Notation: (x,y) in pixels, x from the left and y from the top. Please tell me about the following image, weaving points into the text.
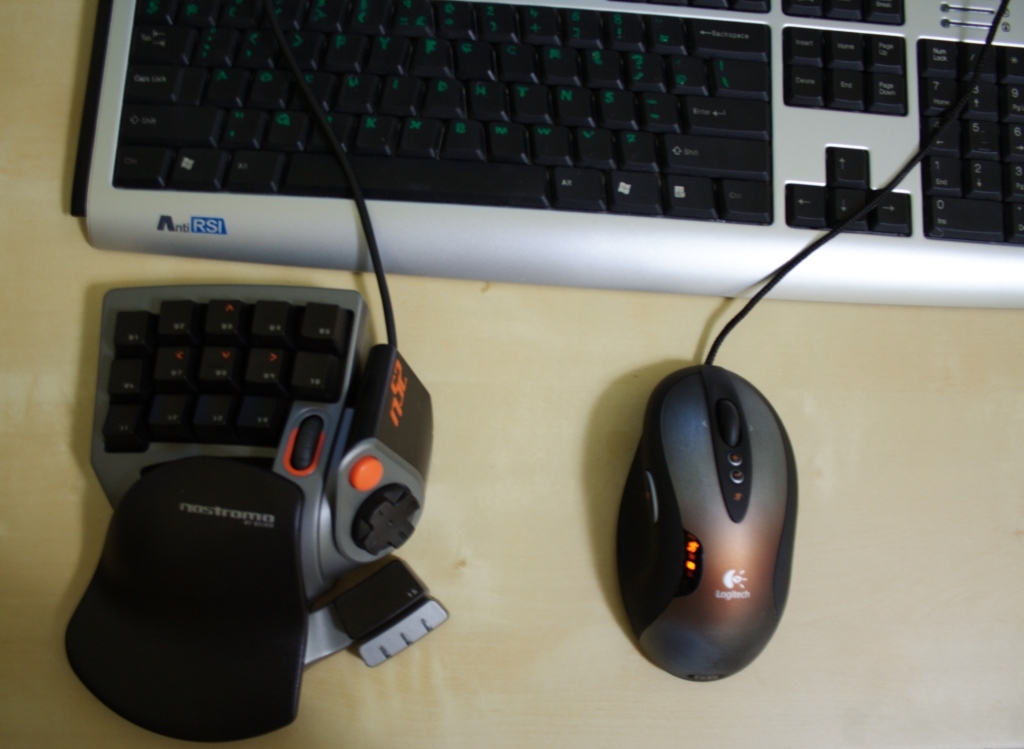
In the picture we can see a desk (756,748) on it we can see a keyboard (576,141), a mouse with a wire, and some separate keypad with buttons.
